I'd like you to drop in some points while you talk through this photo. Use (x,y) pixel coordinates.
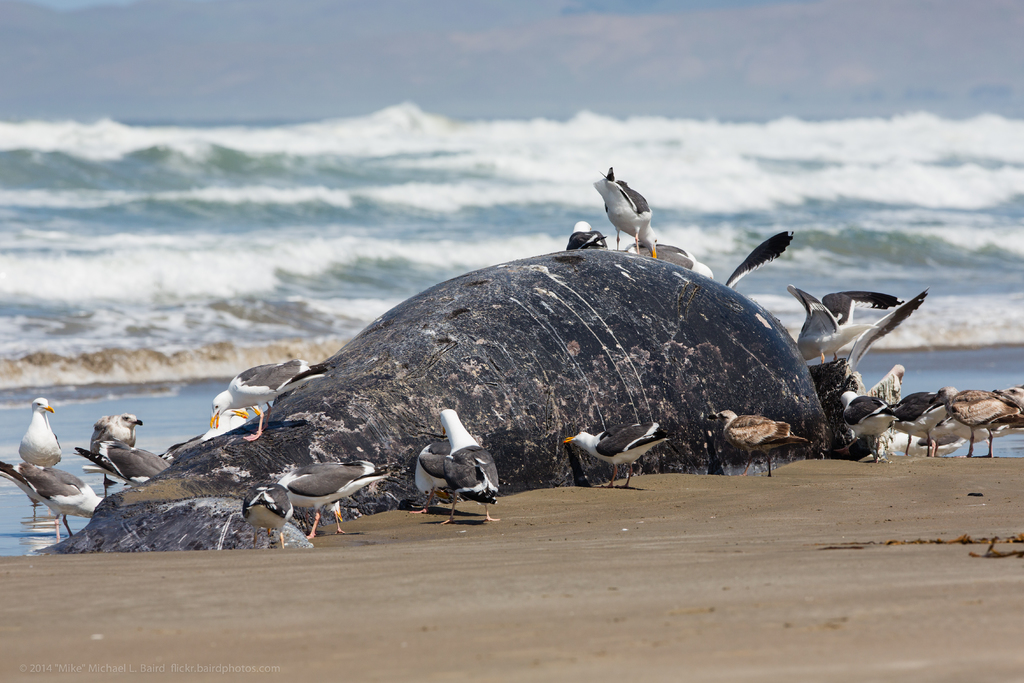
In this picture we can see the ground (560,585), here we can see a whale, birds (656,426) and we can see water (328,239) in the background (723,211).
